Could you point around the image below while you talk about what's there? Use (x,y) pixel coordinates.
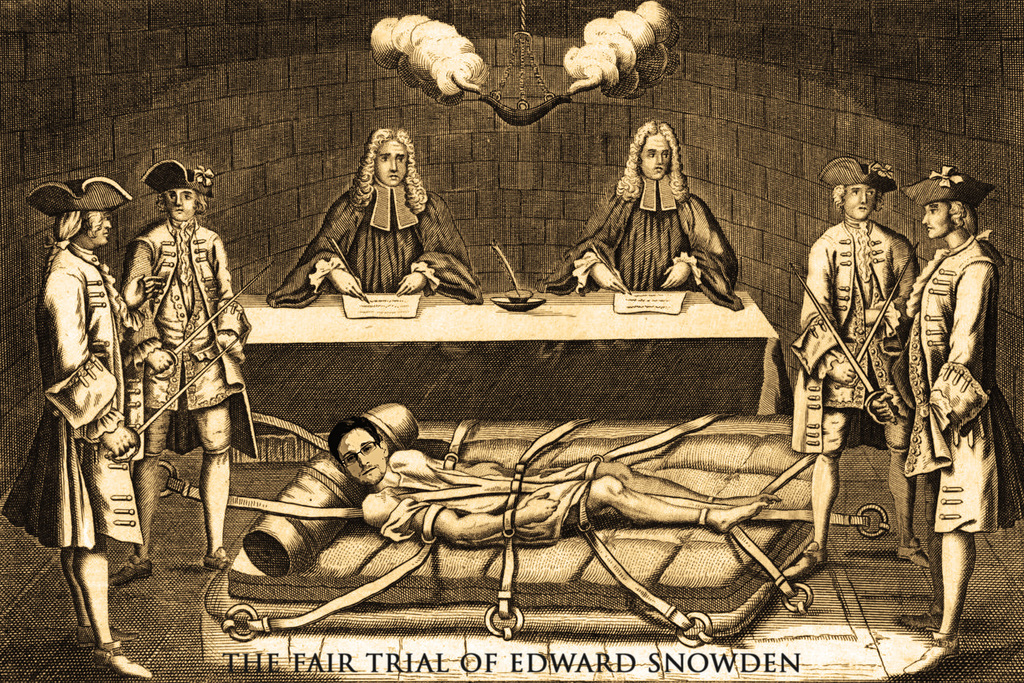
This is a painting. In the center of the image (567,257) we can see two people (416,213) are sitting and holding objects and writing on the papers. In-front of them we can see a table (515,350). On the table (514,334) we can see a plate (517,302), cup (517,299). At the bottom of the image (490,533) we can see the text (266,655) and a person (402,497) is lying on a bed (714,552) and tied with ropes (428,535). On the left (89,243) and right side of the image (934,322) we can see four people (962,313) are standing and wearing hats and holding the swords (216,317). In the background of the image (542,148) we can see the wall (216,220) and lights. At the bottom of the image (28,587) we can see the floor (23,645).
